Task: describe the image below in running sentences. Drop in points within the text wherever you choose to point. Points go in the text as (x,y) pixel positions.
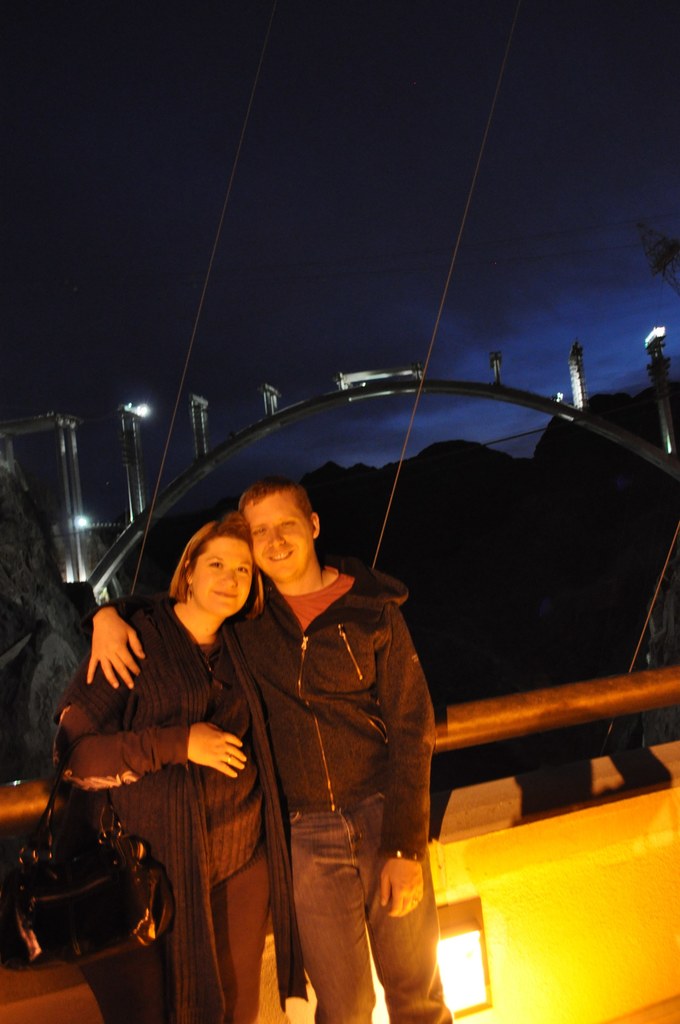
Here we can see a man (325,782) and a woman (114,1003) posing to a camera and they are smiling. She is holding a bag (56,893) with her hand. There are lights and an arch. There is a dark background (557,226).
